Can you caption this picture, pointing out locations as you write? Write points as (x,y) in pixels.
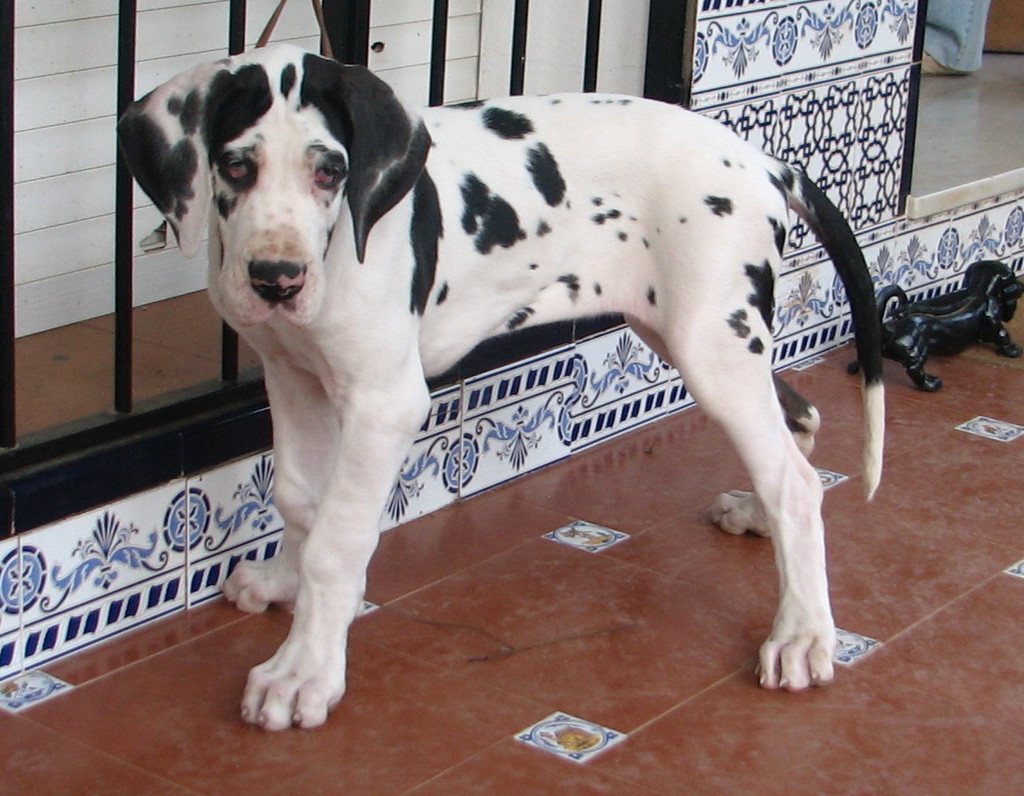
In this image we can see one dog (349,159), one toy (913,355) on the floor (1021,378), person leg (954,57), white color wall (980,241) and one black gate (5,263).
